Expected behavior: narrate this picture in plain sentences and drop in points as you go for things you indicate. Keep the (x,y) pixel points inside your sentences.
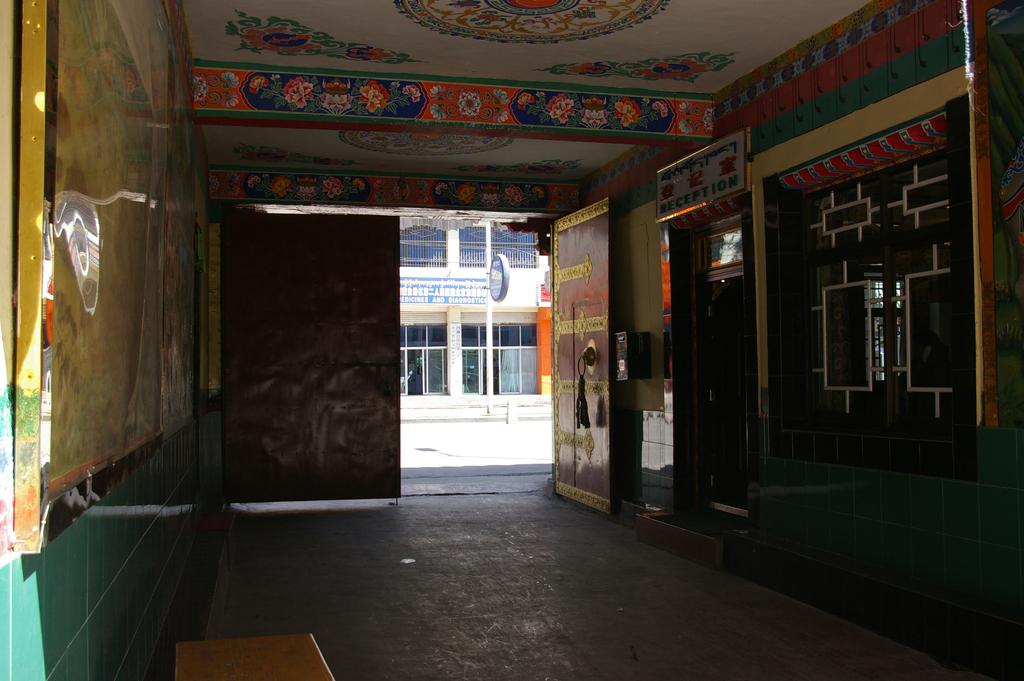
In this image in the center (355,396) there is a door (594,353). On the right side (803,297) there is a window (829,337) and there is a board (705,184) with some text (705,177) written on it. On the left side (108,414) there is a frame (109,429) on the wall (112,536). Behind the door (391,366) there is a building (459,326) and there is a board (454,293) with some text (440,294) written on it.
